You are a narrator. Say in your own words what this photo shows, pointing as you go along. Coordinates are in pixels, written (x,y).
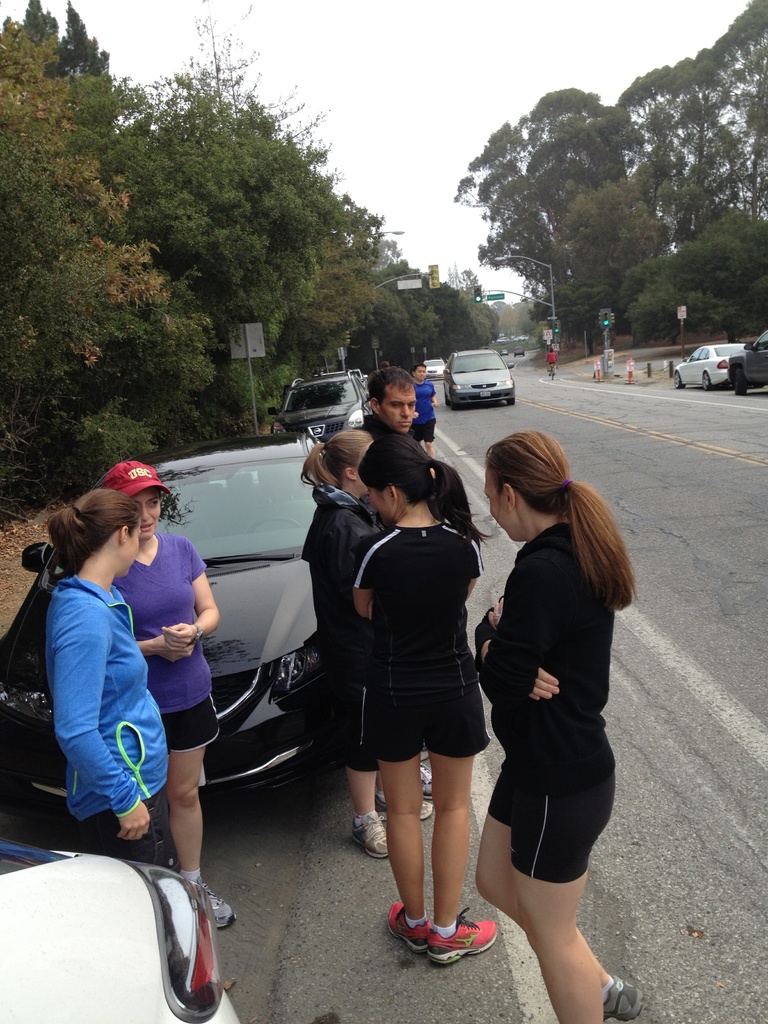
In the given image i can see a people (446,710), cars (234,767), light poles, trees (586,174), road (756,858) and in the background (420,105) i can see the sky (246,32).
